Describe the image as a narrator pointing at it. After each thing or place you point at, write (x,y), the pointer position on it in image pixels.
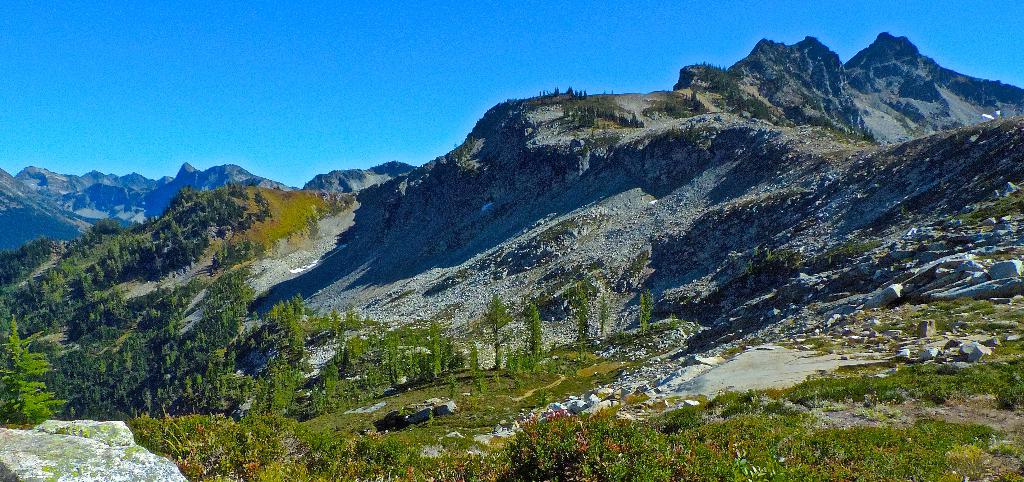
In this image we can see few trees (170,336), stones (581,396), mountains (672,216) and the sky (412,89) in the background (419,75).
